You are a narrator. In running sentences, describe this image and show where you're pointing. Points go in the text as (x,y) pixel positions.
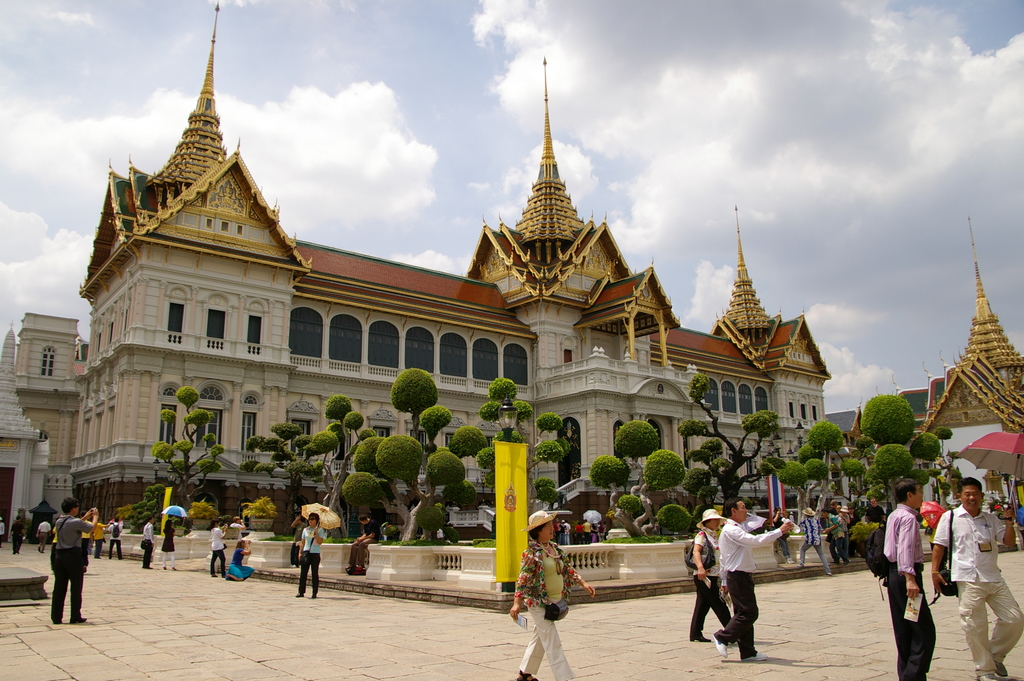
In this image a person (543,581) wearing a cap (549,519) is walking on the floor (588,653). Few persons (748,628) are walking on the floor (686,624) and few are standing. Behind the fence (268,552) there are few trees (635,519) on the grass land (638,536). Few persons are standing on the floor (335,611). Behind the trees (625,527) there are few buildings (614,358). Top of image (478,156) there is sky (498,121) with some clouds (412,175). Right side (966,542) there is a person (957,552) carrying a bag (955,585) and holding an umbrella (1010,450). Beside there is a person (897,528) carrying a bag (876,544).
